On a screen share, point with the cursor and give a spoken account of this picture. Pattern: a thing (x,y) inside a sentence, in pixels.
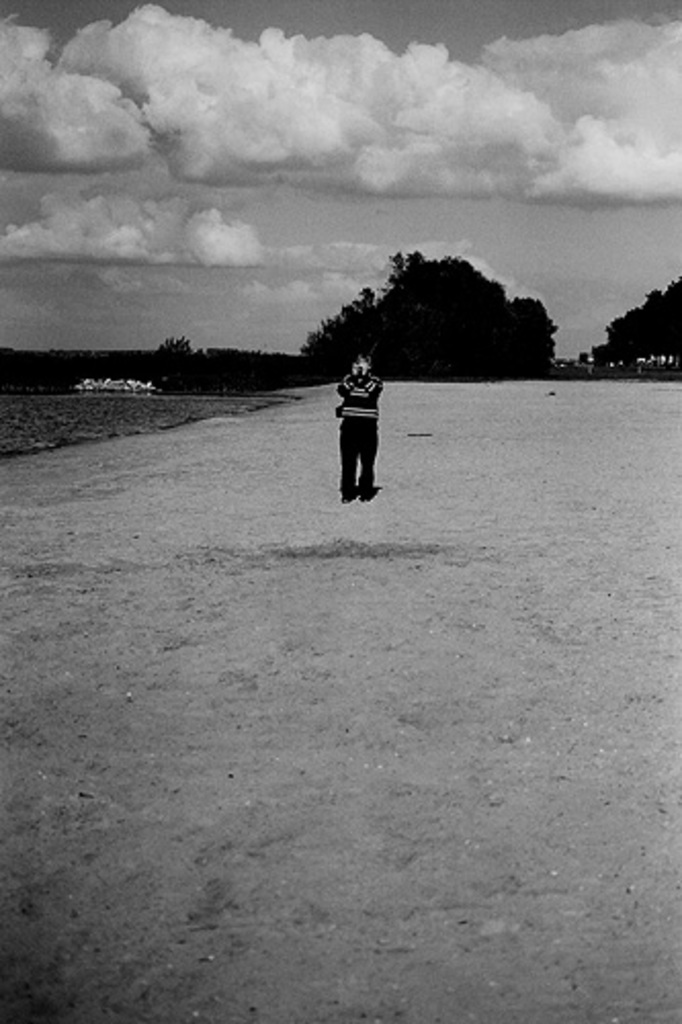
This picture is clicked outside. In the center (354,389) we can see a person (372,428) standing on the ground (396,489) and seems to be holding an object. In the background (405,192) we can see the sky (408,206) which is full of clouds (439,120) and we can see the trees (423,321) and some other objects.
